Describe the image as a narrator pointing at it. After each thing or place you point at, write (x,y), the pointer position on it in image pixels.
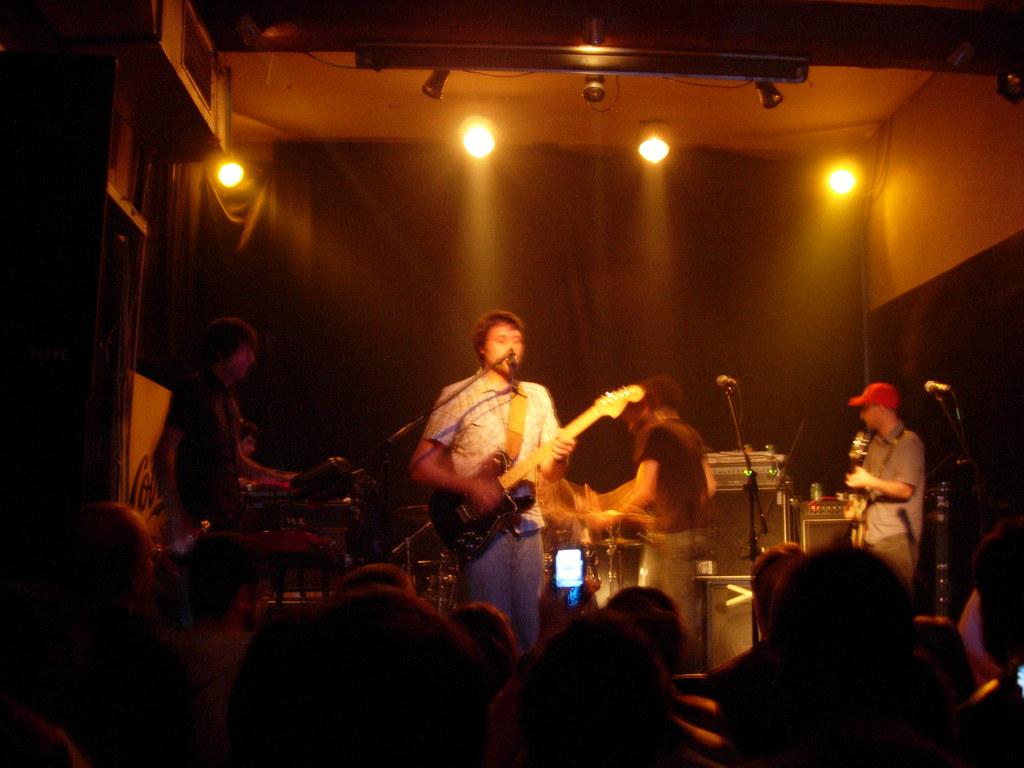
A man (521,338) is standing at the middle (521,338) and playing the guitar (499,509) at the top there are lights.
